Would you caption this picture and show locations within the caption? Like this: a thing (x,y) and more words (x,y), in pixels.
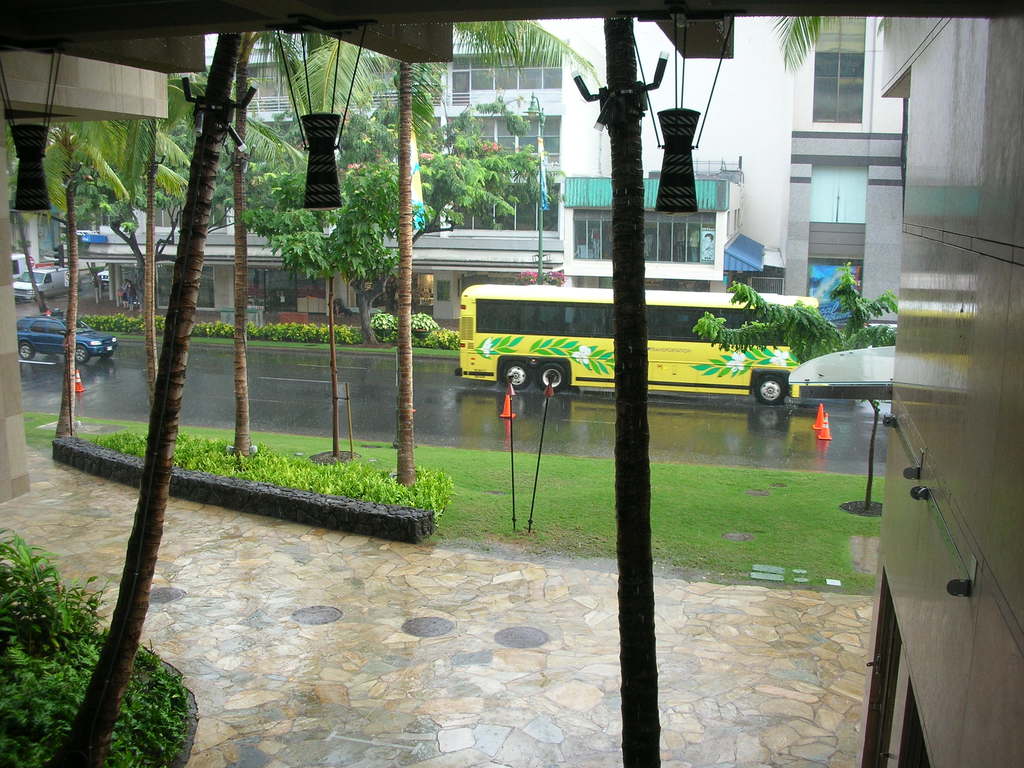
This picture is clicked in the city (618,360). In the middle of the picture (570,328), we see a yellow bus (559,371) and vehicles (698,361) are moving on the road (663,438). Beside that, we see the traffic stoppers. Beside that, we see trees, grass (421,459), shrubs (384,488) and poles (530,523). At the bottom (168,686), we see the floor (292,652), shrubs (93,624), stems (407,445) of the trees (182,394). On the right side (958,172), we see the wall (1016,467). There are trees (388,160), buildings (481,221) and poles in the background (438,228).
